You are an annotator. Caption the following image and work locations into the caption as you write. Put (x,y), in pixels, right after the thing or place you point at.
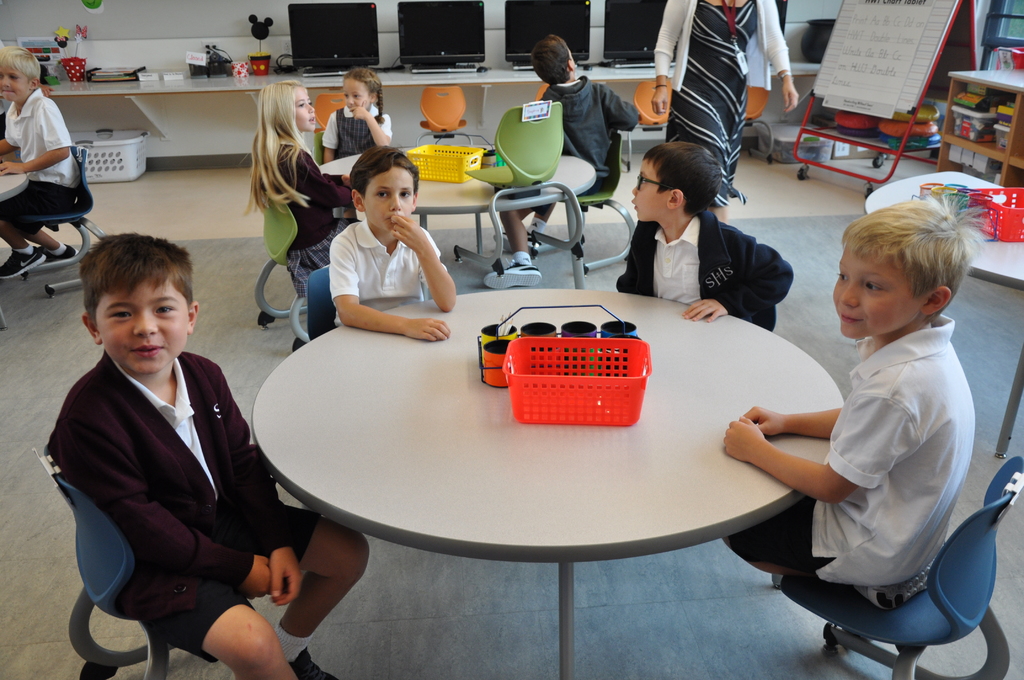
This picture describes about group of children (342,281) seated on the chair (321,299) and woman (753,54) is standing, in front of the children (639,228) we can see basket (560,339) and some cups (593,335) on the table (541,309), and also we can see flower vase (83,79), monitors (365,40) in the image.
